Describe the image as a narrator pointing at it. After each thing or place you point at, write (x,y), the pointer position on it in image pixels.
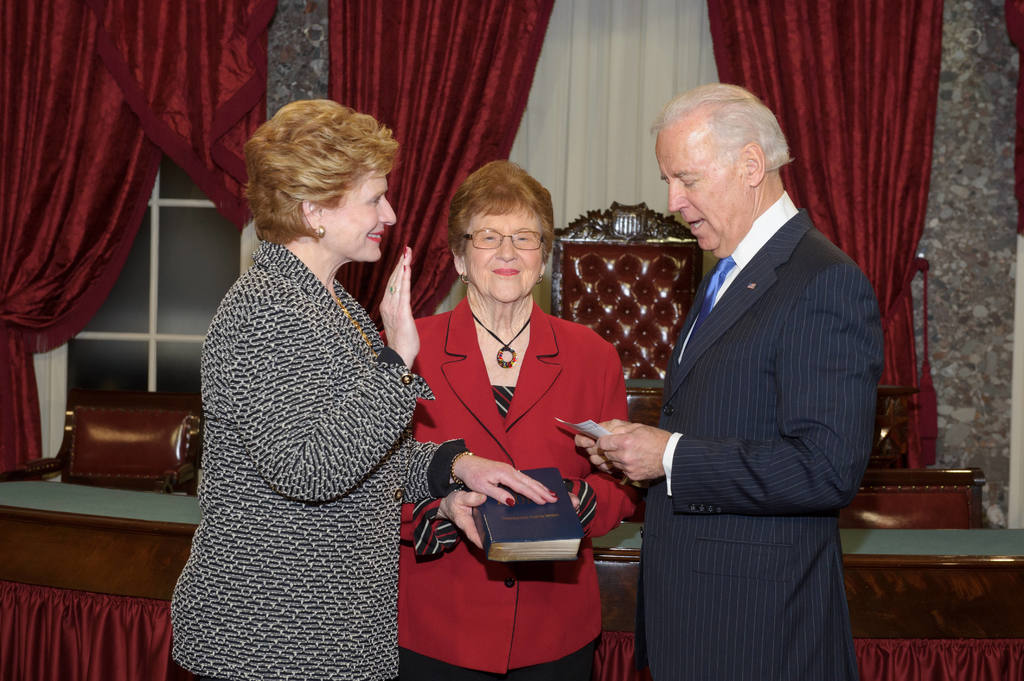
In the foreground of this image (674,468), there is a man (750,514) and two women (439,380) standing and a woman (503,411) is holding a book (536,546). In the background (850,70), there are curtains (158,118), windows (157,288), chairs (135,418) and the table (105,541).
